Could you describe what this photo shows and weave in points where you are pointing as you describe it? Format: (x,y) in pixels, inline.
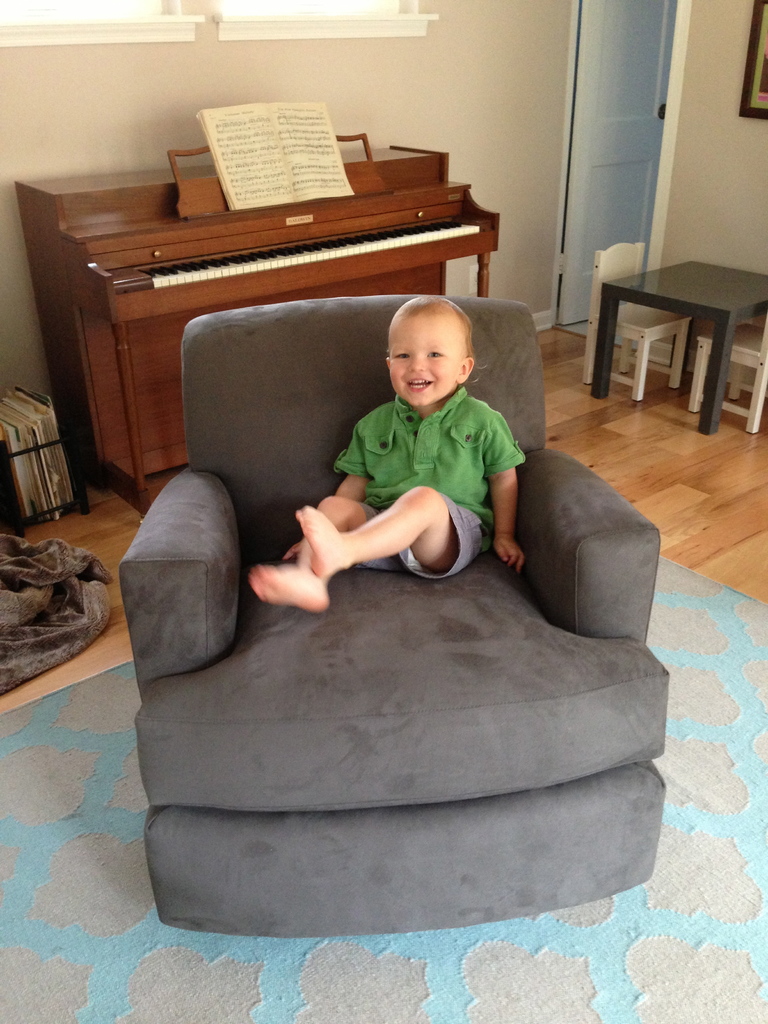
On the background (756,83) we can see frame (764,56) over a wall (481,99). This is a door (619,138). Here we can see table (722,340) and chairs (659,336). Here we can see a musical instrument (334,240) and there is book (261,182) on it. This is floor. Here we can see a boy (455,549) wearing a green colour shirt (445,468) sitting on a chair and smiling. This is a carpet (436,985) on the floor (693,527).
